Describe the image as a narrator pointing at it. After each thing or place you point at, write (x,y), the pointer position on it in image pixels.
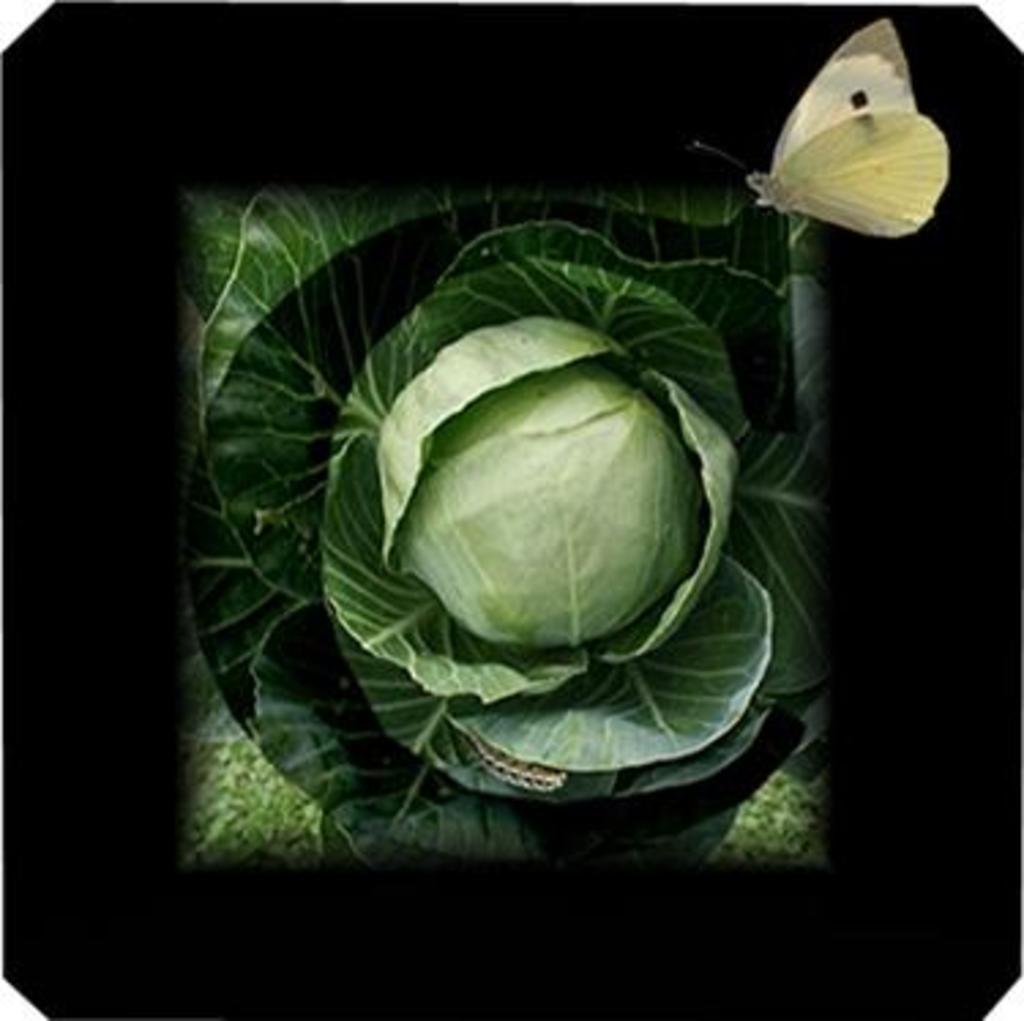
In this image in the center (454,630) there is cabbage (447,358) and some leaves (725,343), and the background is dark and there is one butterfly (887,136).
